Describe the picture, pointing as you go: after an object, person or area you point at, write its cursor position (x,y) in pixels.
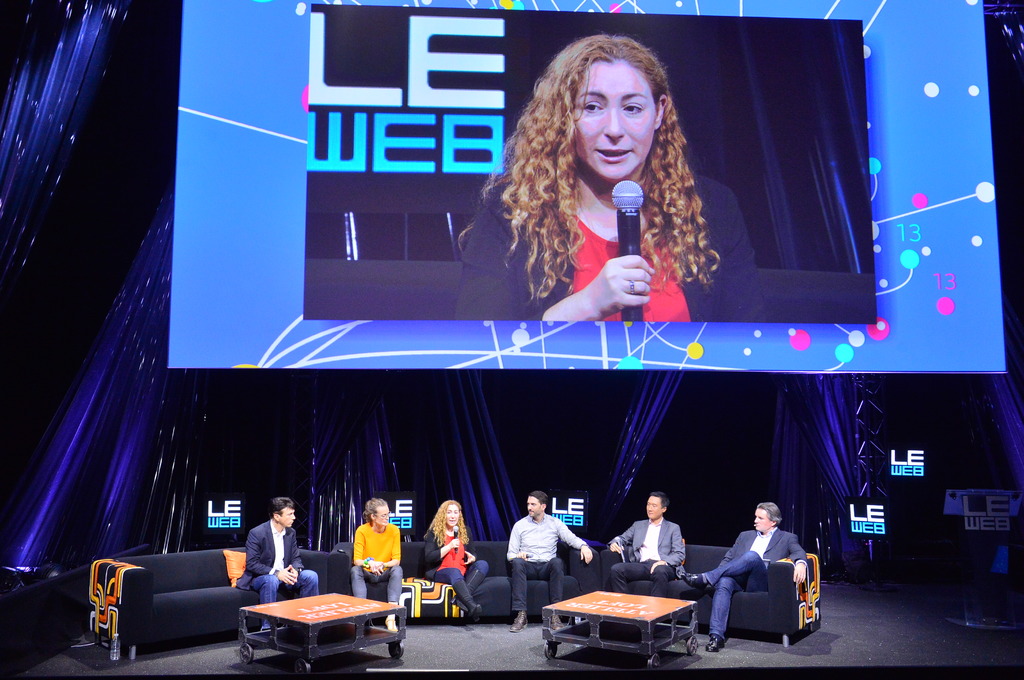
In this image I can see few people (746,554) are sitting on the couches (214,586) which are placed on the stage (868,637). In front of these people (457,568) there are two tables (329,617). One woman (447,581) is holding a mike (457,534) in the hand (460,541) and speaking. In the background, I can see the curtains (185,407). At the top of the image (592,113) there is a screen (324,157) on which I can see the woman (635,174) who is speaking by holding a mike (629,231) in the hand (635,259).
